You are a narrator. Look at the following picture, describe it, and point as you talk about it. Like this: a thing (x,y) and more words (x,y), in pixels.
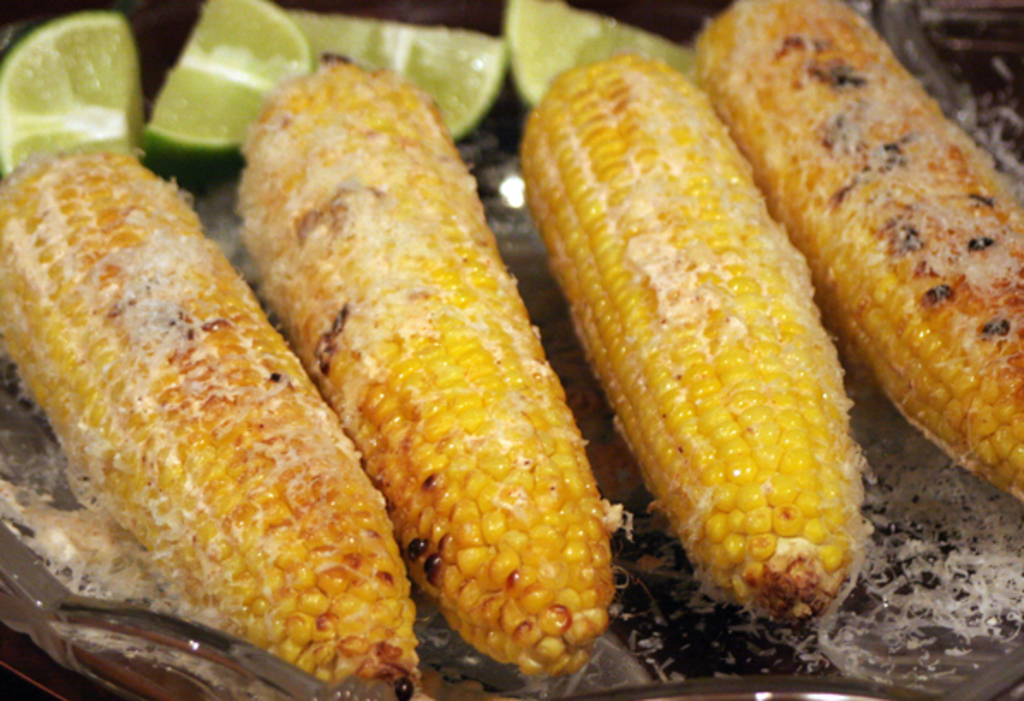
In the center of the image (605,429) we can see one glass object (252,658). In the glass object (194,658), we can see corns (450,343), lemon slices (217,160) and some food items (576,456).
